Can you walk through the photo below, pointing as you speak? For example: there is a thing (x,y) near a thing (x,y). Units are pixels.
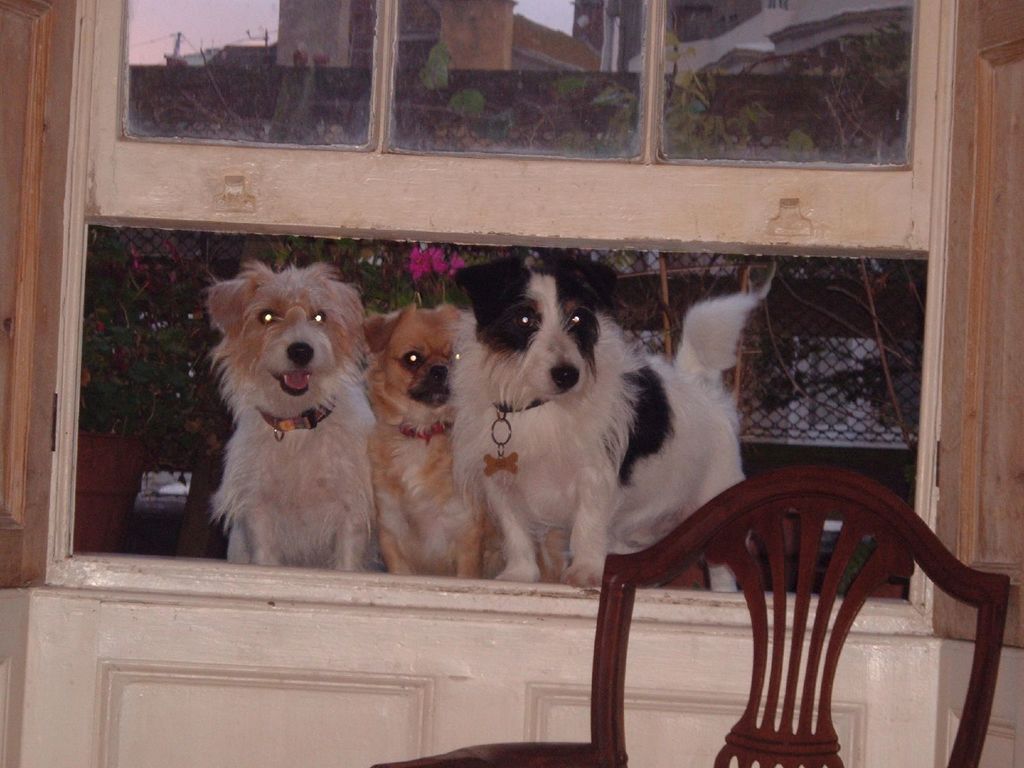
This is the picture taken in a home (982,380), on the window (926,200) there are three dogs (497,484) are standing. In front of the dogs (487,478) there is a chair (727,756). Behind the dogs (407,431) there is a fencing (761,355) and trees (112,306) and top of the dog (362,381) is a glass window (551,100).
